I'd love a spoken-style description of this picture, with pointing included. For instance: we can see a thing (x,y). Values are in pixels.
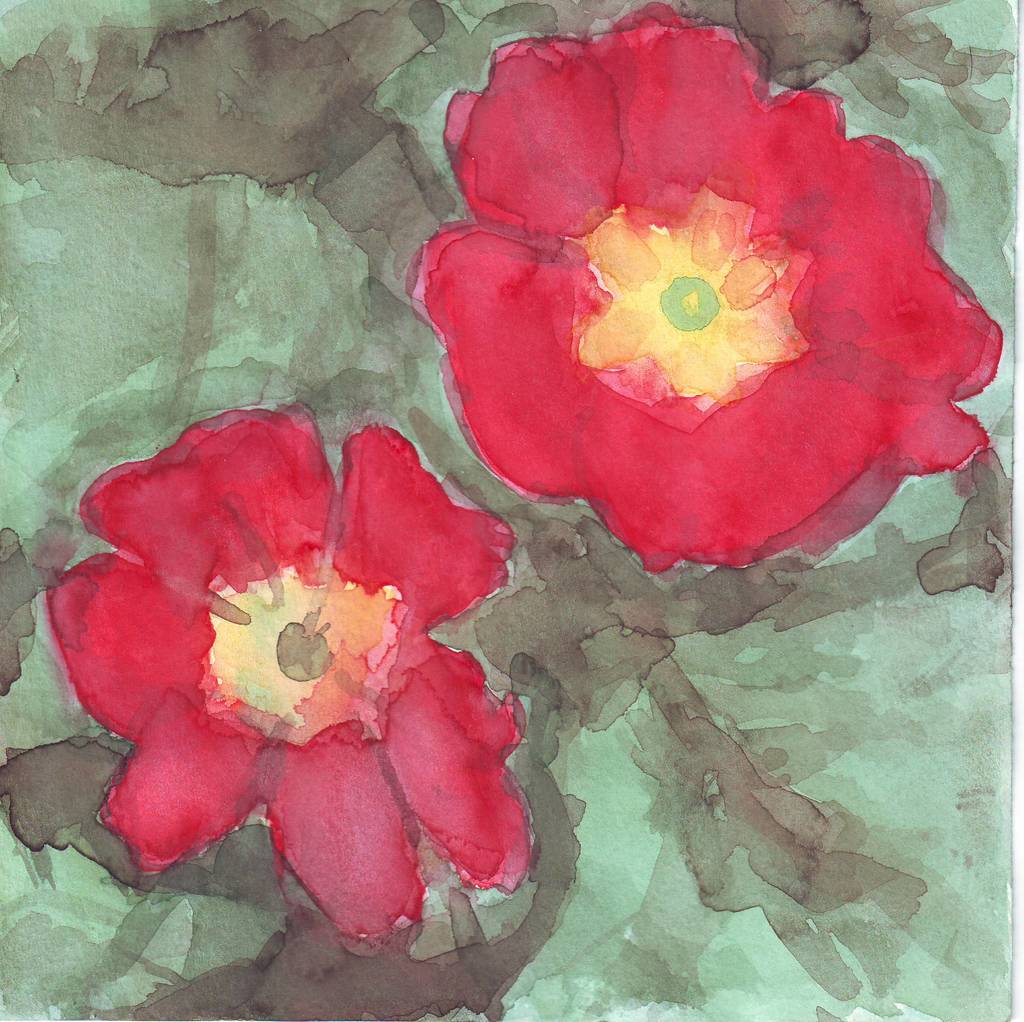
In this image I can see a painting (425,547) of two red color flowers (446,497).
